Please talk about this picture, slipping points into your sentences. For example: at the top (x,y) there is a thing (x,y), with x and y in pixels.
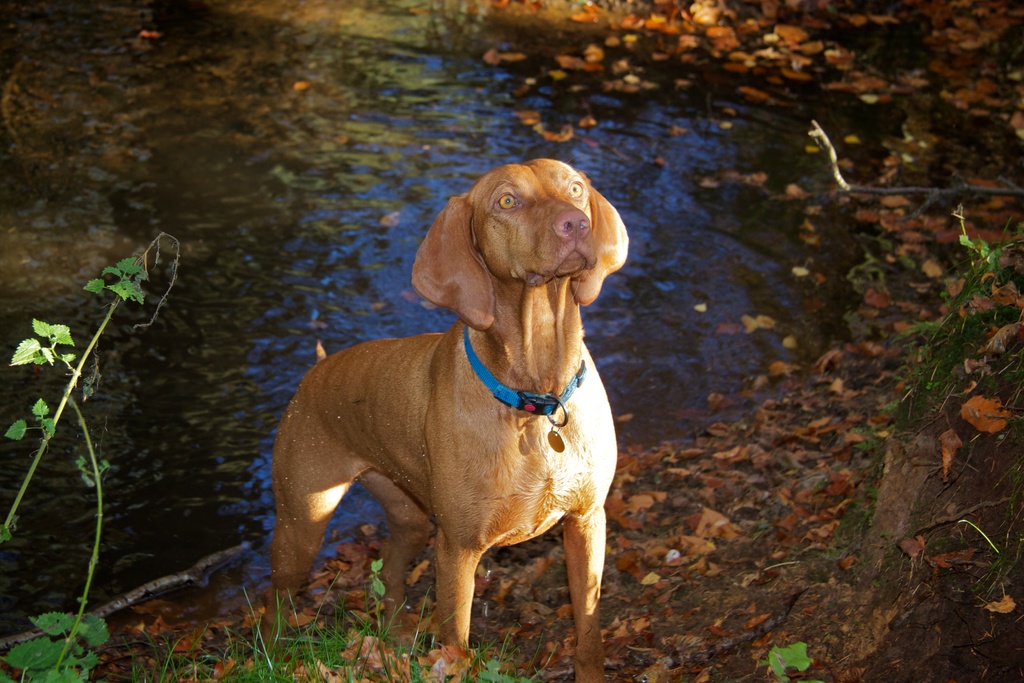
In this picture we can see a dog (525,511) standing, leaves (734,34) and in the background (102,145) we can see water (317,43).
